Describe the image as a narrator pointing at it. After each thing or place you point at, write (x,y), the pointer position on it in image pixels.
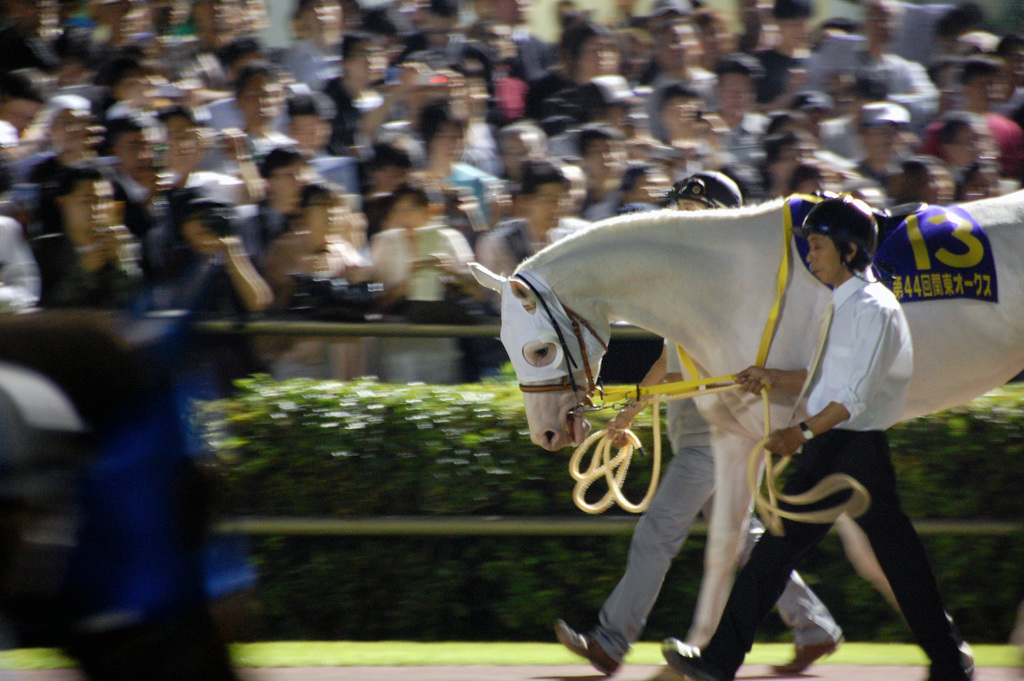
In this image there are group of people (458,204). In front (896,336) there is a horse (790,285) and the person (886,347) is walking.
